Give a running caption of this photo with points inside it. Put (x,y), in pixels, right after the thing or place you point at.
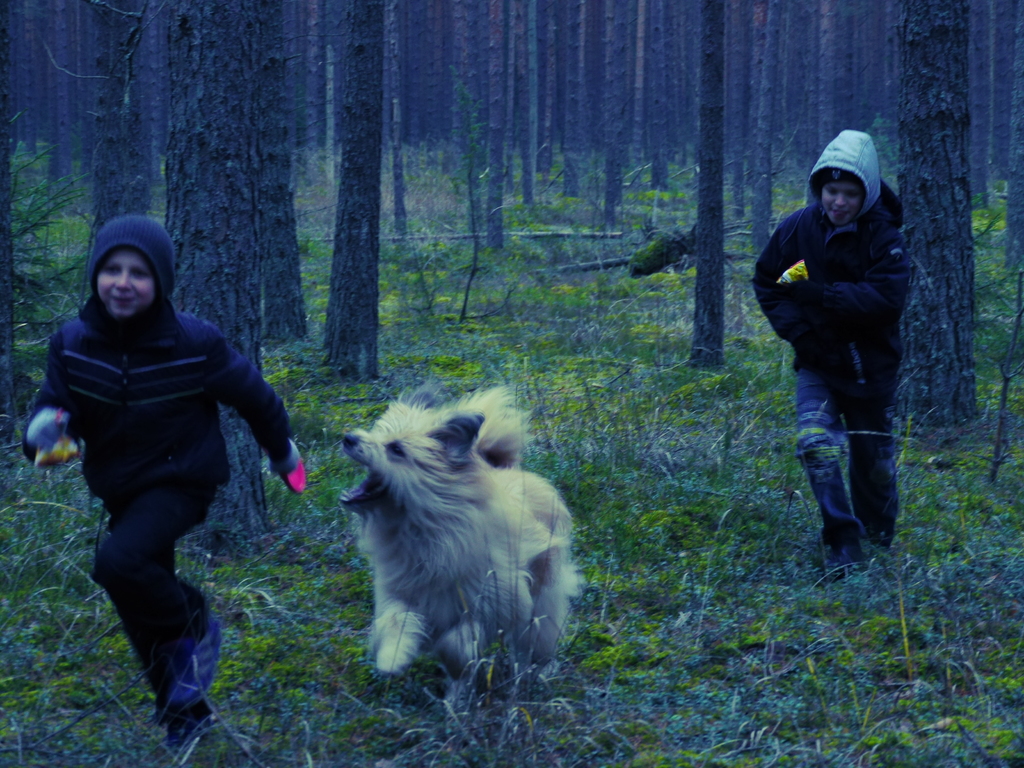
In this picture we can see two persons (215,450) running here, there is a dog (559,517) here, we can see grass (697,690) at the bottom (660,689), in the background (698,132) there are some trees (266,98).
